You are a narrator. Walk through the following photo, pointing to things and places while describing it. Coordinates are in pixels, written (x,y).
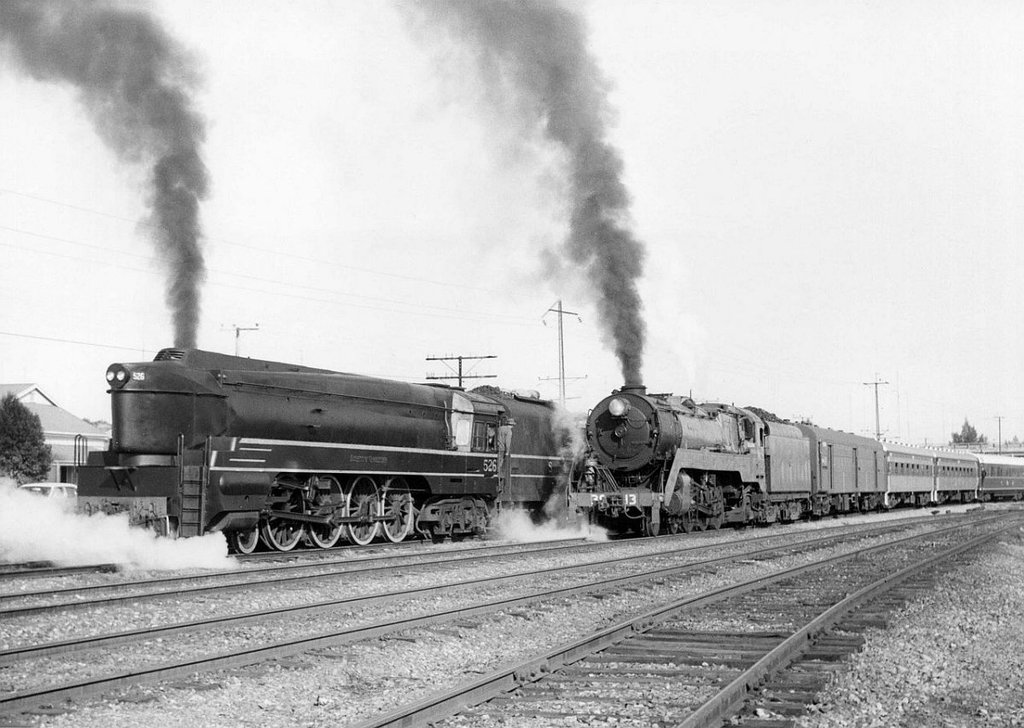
This is a black and white image. In this image there is a railway track (223,588). Also there are stones (493,593). And there are trains (338,437). And there is smoke (515,511). Also there are electric poles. On the left side (48,448) there is tree (35,445) and building (57,412). In the background (468,284) there is sky (780,305).
